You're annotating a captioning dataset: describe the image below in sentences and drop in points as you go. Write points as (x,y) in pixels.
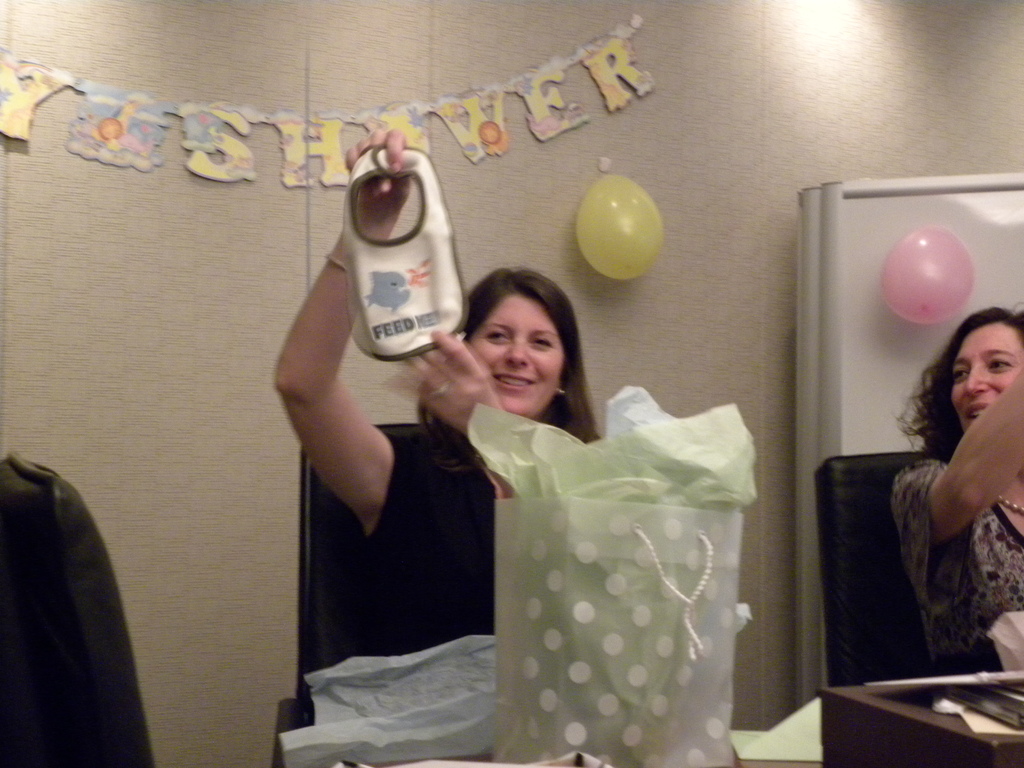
In this picture we can observe two women (584,424). Both of them are smiling. We can observe a white color object (374,255) in the hands (378,188) of one of the women (465,525). They are sitting in the black color chairs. In the background (219,67) there is a wall (286,271). We can observe yellow and pink color balloons (624,234).
